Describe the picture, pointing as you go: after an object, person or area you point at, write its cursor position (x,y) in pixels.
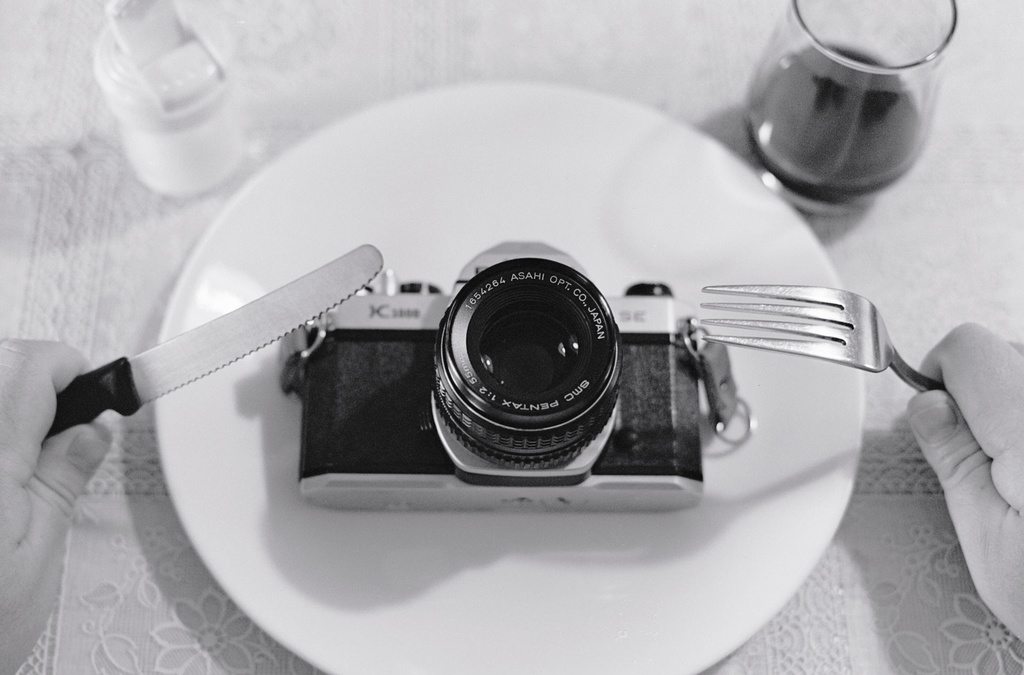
In this image in the center (521,415) there is a camera (471,418) with some text (501,407) written on it which is on the plate (715,551). On the right side of the plate (771,248) there is a glass (837,159) and on the left of the plate (249,201) there is a bottle (168,140) and on the top of the camera (349,393) on the right side (846,331) there is a fork (774,331) and on the left side (97,389) there is a knife (167,356) which is holded by a person (969,420).
